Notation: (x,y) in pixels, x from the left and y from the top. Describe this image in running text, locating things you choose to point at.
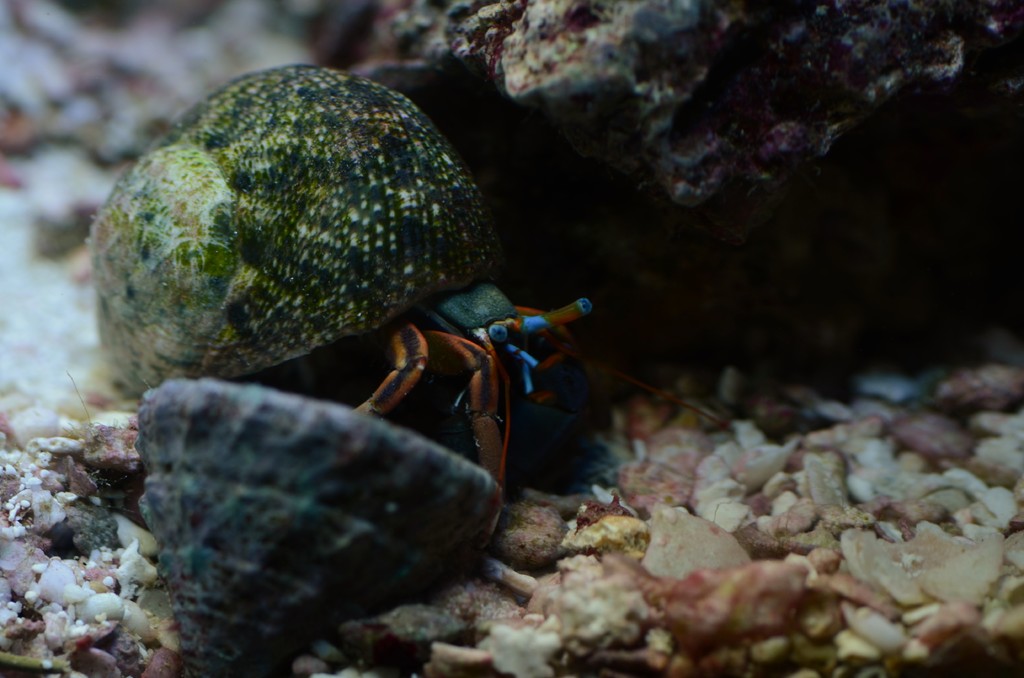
In this image, we can see crab (485,391), shells (335,403) and stones (967,623).
